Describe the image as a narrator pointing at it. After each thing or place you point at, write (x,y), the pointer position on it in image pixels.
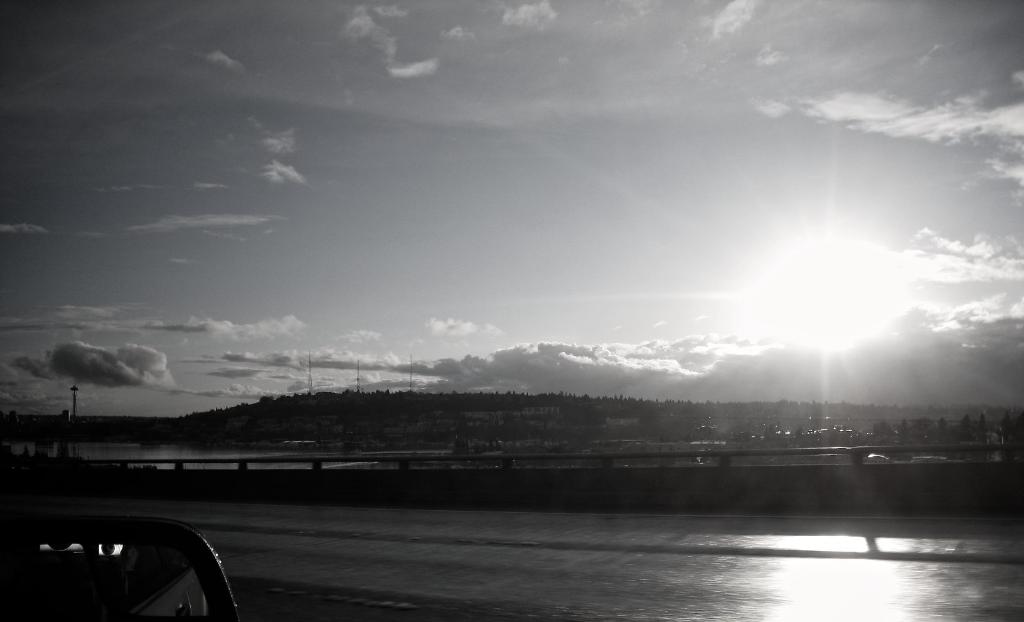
This image consists of a road (357,574). On the left (162,592), it looks like a vehicle (205,616). In the background (263,436), we can see the mountains (267,425). In the middle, there is water (152,451). At the top (420,164), there are clouds (614,357) in the sky (572,337). And we can see the sun (792,333) in the sky (504,311).
